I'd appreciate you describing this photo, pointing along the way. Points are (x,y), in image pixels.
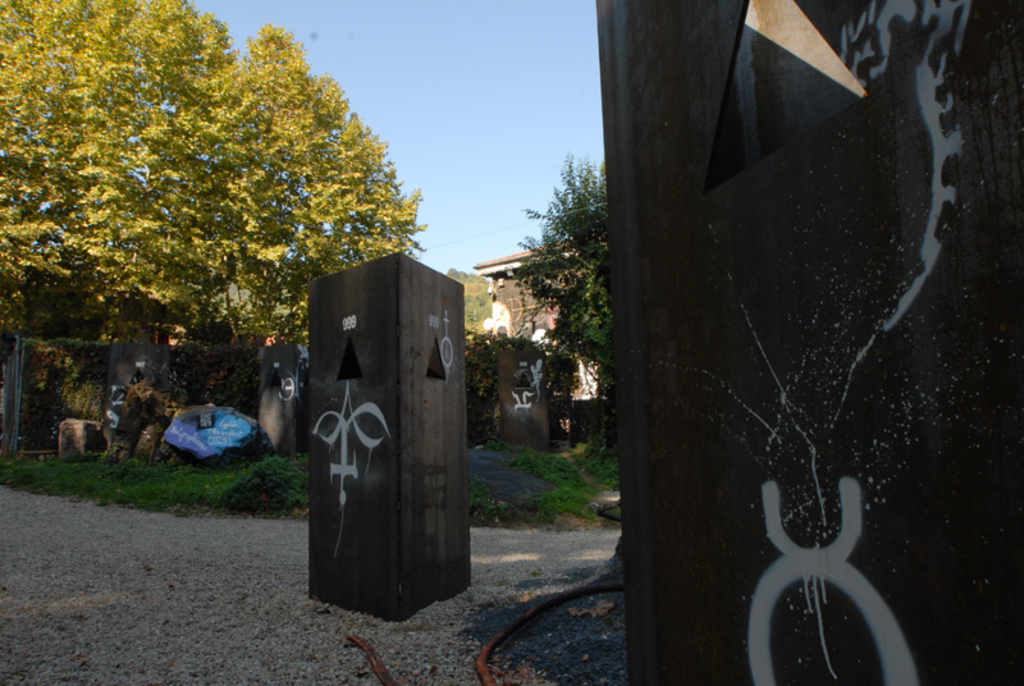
There is a tree (95,184) on grass land (195,471) over the left side (18,137) and there are wooden boxes (408,336) on right side (729,383) and middle and behind it there is a building (509,289) with trees (554,298) in front of it and above its sky (447,63).
